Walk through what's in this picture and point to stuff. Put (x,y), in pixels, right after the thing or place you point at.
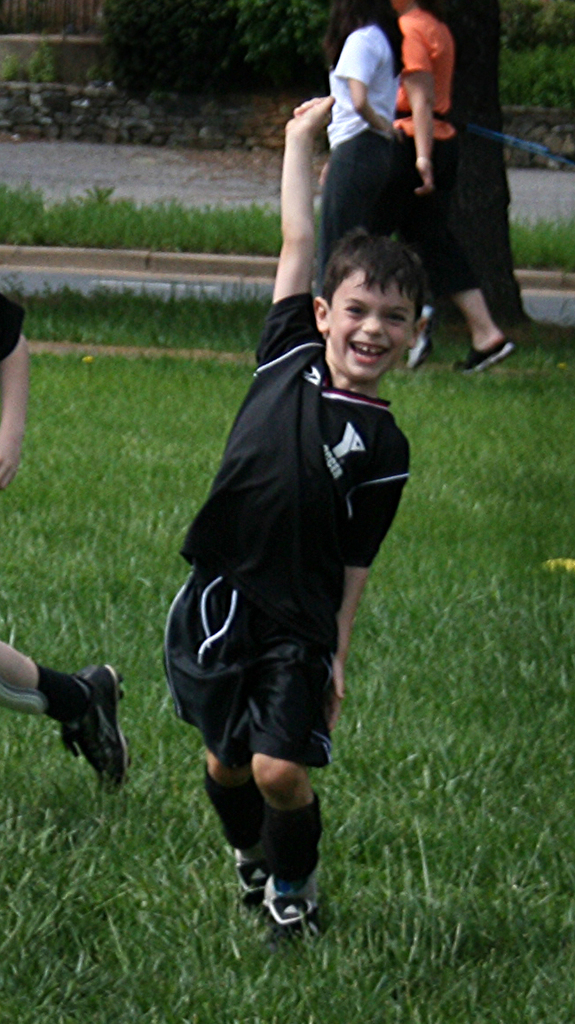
In the center of the image (289,480) we can see two boys (235,571) are playing. At the top of the image (389,200) we can see two persons (384,229) are walking and also we can see a wall (139,97), tree (492,79), road (22,151). In the background of the image (161,549) we can see the grass (389,730).
